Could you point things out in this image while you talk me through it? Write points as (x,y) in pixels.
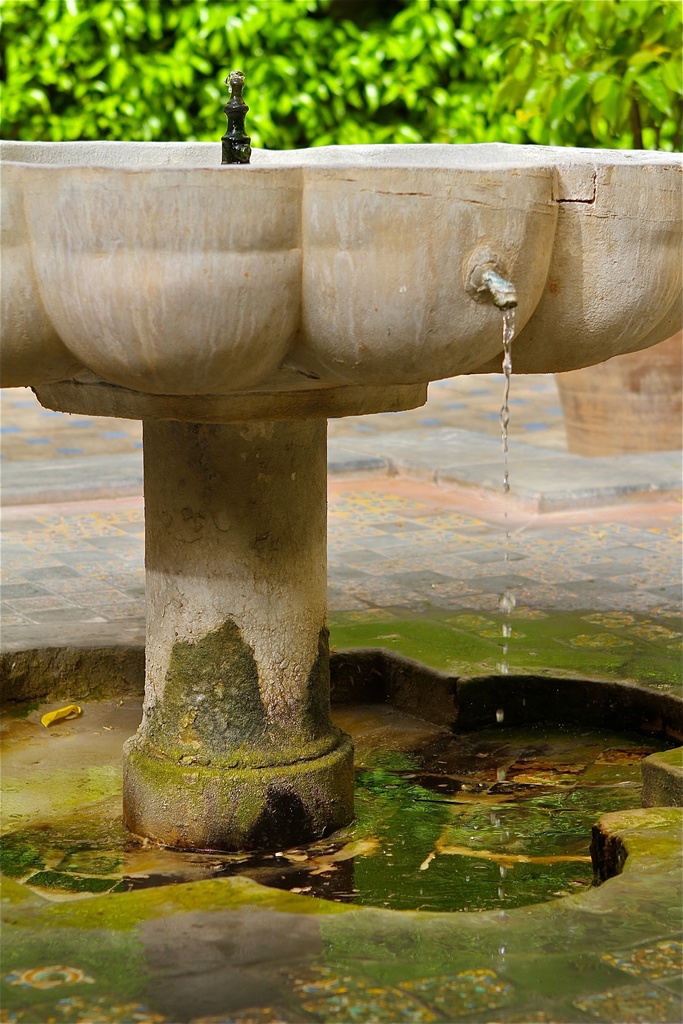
In this image I can see a fountain (298,315). I can see few green trees (447,138) and water (82,876).
